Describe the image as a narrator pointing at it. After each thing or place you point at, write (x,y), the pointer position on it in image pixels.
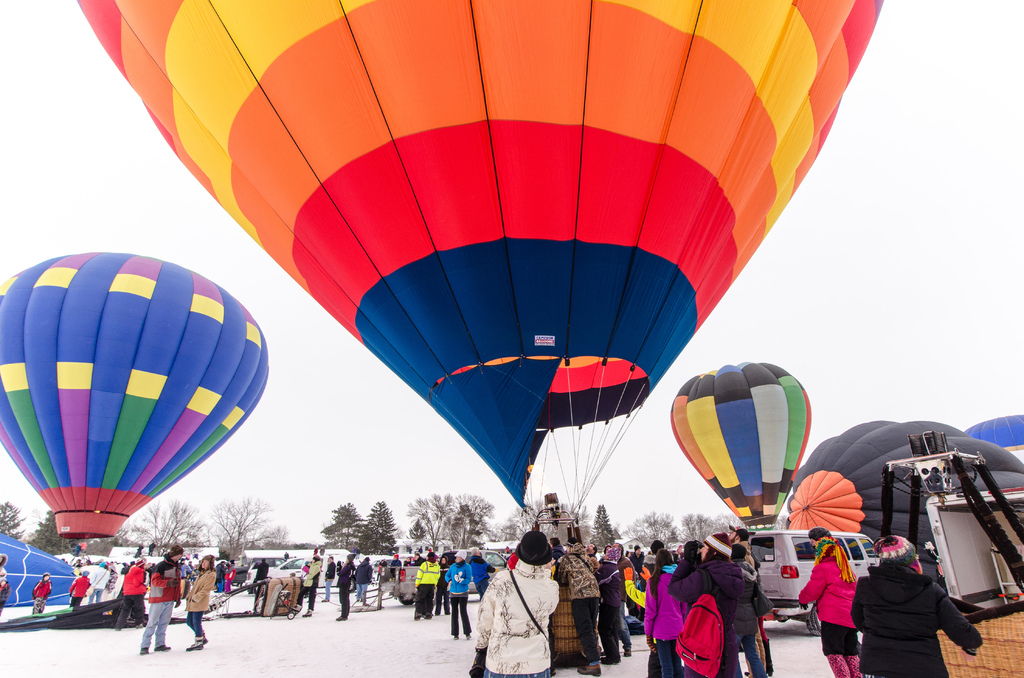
In the picture I can see groups of people (429,552). In the middle of the picture (519,320) I can see colorful hot air balloons (485,270). In the background of the picture (382,515) I can see groups of trees (347,516).
